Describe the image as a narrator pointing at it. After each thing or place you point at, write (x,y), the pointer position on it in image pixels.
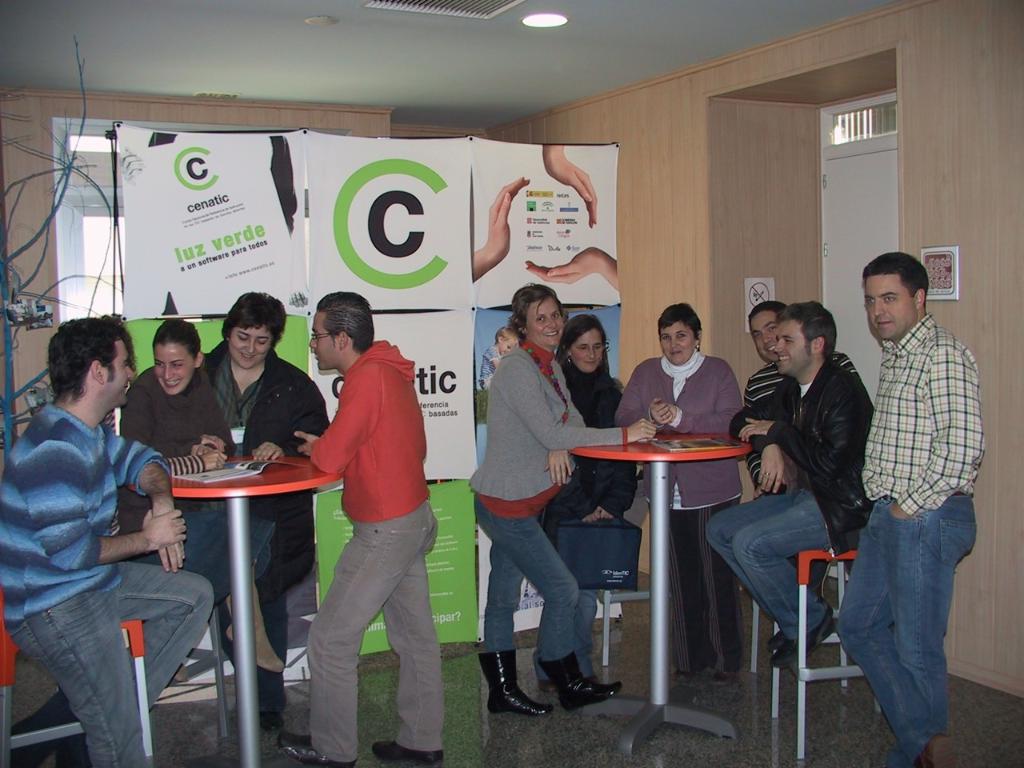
In this picture we can see group of people (274,529) some are seated on the chair (150,693) and some are standing in front of the table (257,488) also we can see a book (229,474) on the table (246,492), in the background (222,325) there is a hoarding (509,239).
